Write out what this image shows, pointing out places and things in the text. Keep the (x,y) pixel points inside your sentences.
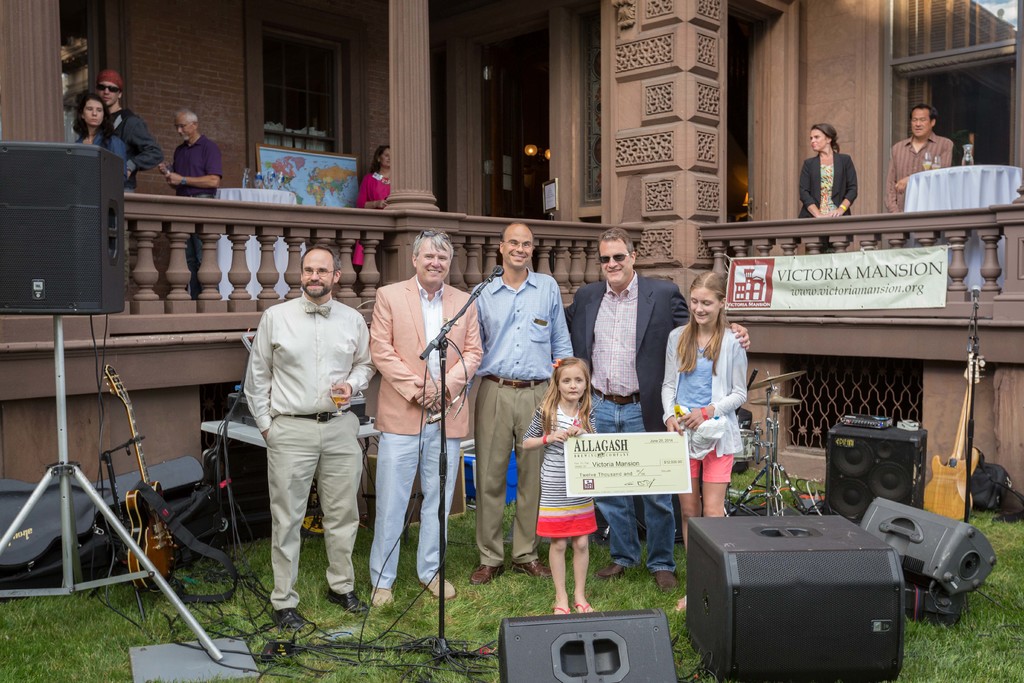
In the picture I can see these people (501,470) and a child (587,503) is holding a card (602,488) in her hands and standing on the grass (514,591). Here we can see speaker boxes (115,237), guitars (141,474), wires (808,494), a mic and few more objects (909,421) are placed on the ground (73,606). In the background (308,129), we can see these people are standing here, we can see pillars (638,191), tables (1007,187), brown color building (370,298) and ceiling lights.
